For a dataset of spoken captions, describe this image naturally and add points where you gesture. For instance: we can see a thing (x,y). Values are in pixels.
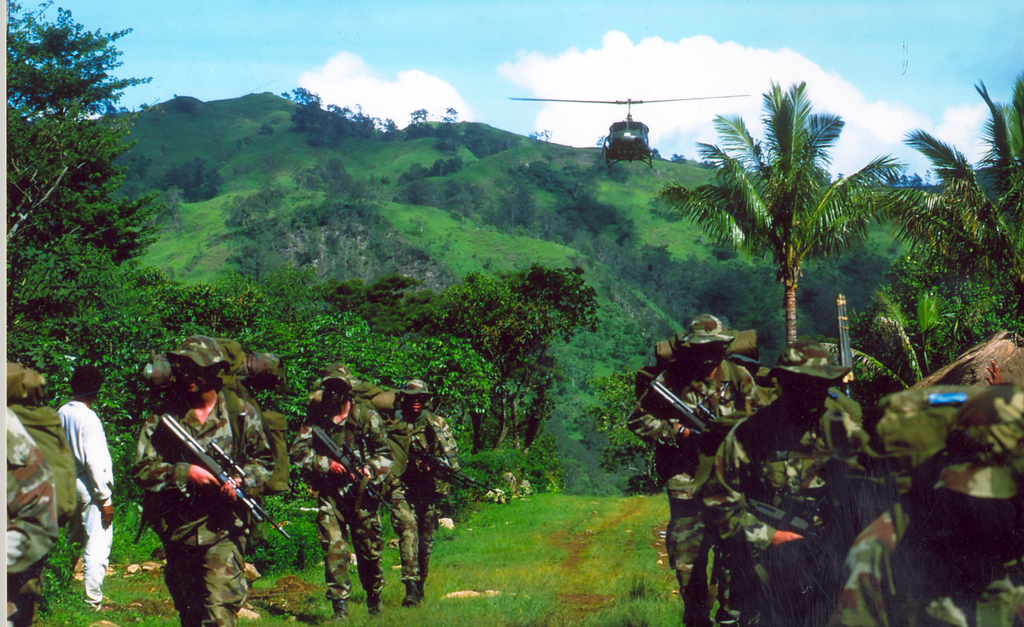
On the right side of the image (801,580) we can see trees (780,240), persons (982,497) and weapons (694,415). On the left side of the image (31,279) we can see trees (31,297), persons (101,467) and weapons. In the background (617,308) there we can see trees (538,290), hills (605,237), helicopter (635,143), sky (806,49) and clouds (657,73).
